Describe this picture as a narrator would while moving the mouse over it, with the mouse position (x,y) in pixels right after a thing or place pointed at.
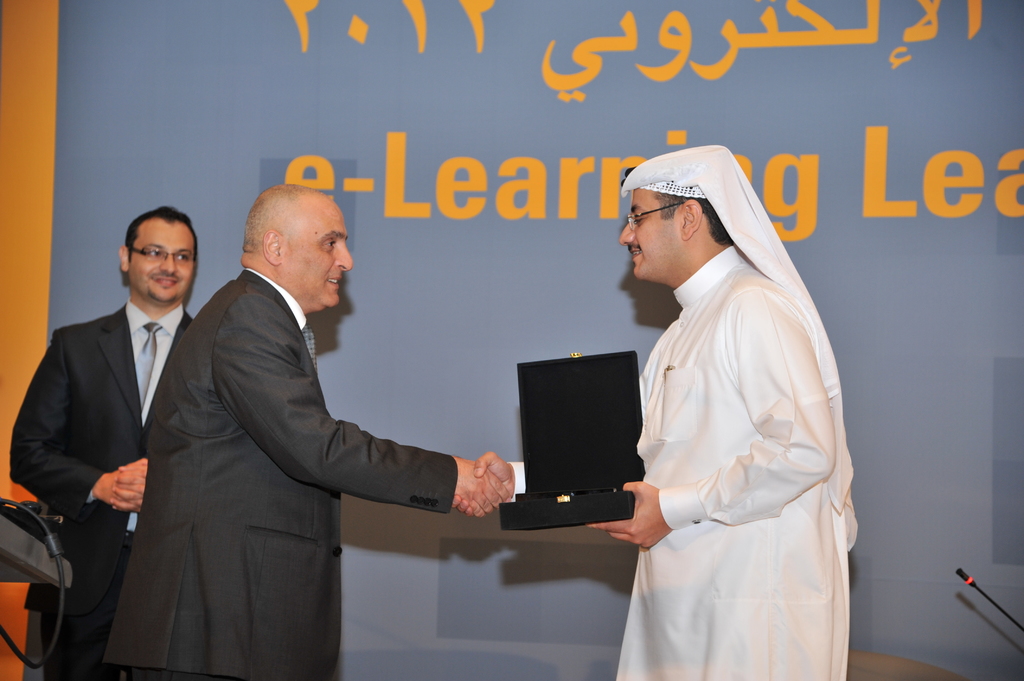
In the picture I can see three men (300,389) are standing among them two men (318,448) in the front (312,459) are shaking hands (462,511) to each other the man (791,549) on the right side (798,536) is wearing white color clothes (710,533) and holding an object (605,506) in the hand (619,540). In the background (205,282) I can see a board (403,265) which has something written on it and some other objects (27,534).
